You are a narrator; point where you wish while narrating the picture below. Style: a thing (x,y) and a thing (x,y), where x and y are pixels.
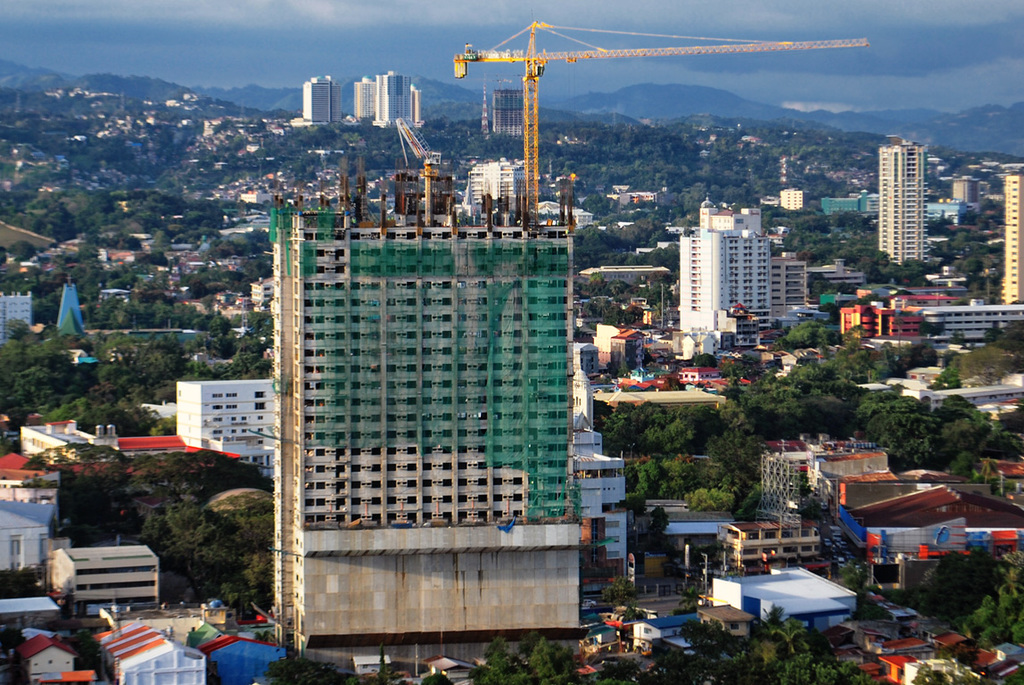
In this picture I can see the city (600,310). In the city (584,305) I can see the skyscraper (400,300), crane (574,54), trees (39,219) and buildings (651,386). In the background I can see many mountains (581,157). At the top (353,31) I can see the sky (377,39) and clouds (476,28). At the bottom (457,665) I can see some sheds (256,679), street lights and roads (636,658).
